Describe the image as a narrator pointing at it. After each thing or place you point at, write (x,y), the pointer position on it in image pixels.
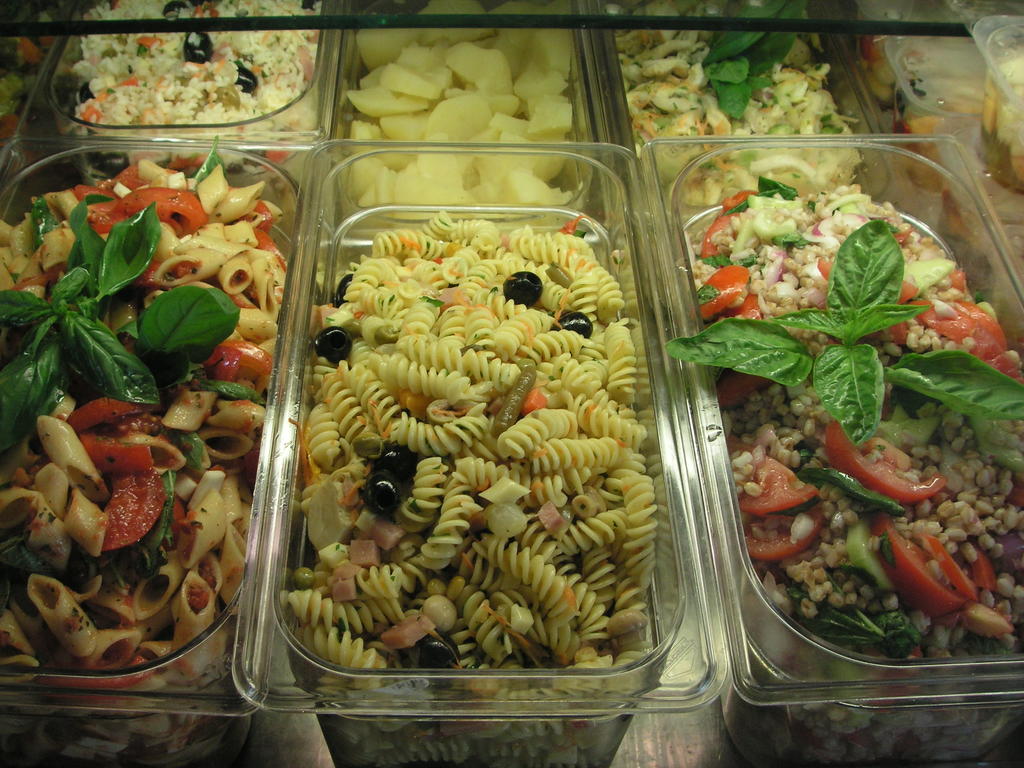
In this image I can see the baskets (304,412) with food (616,336). The food (456,112) is colorful and I can see these baskets (434,216) are on the surface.
